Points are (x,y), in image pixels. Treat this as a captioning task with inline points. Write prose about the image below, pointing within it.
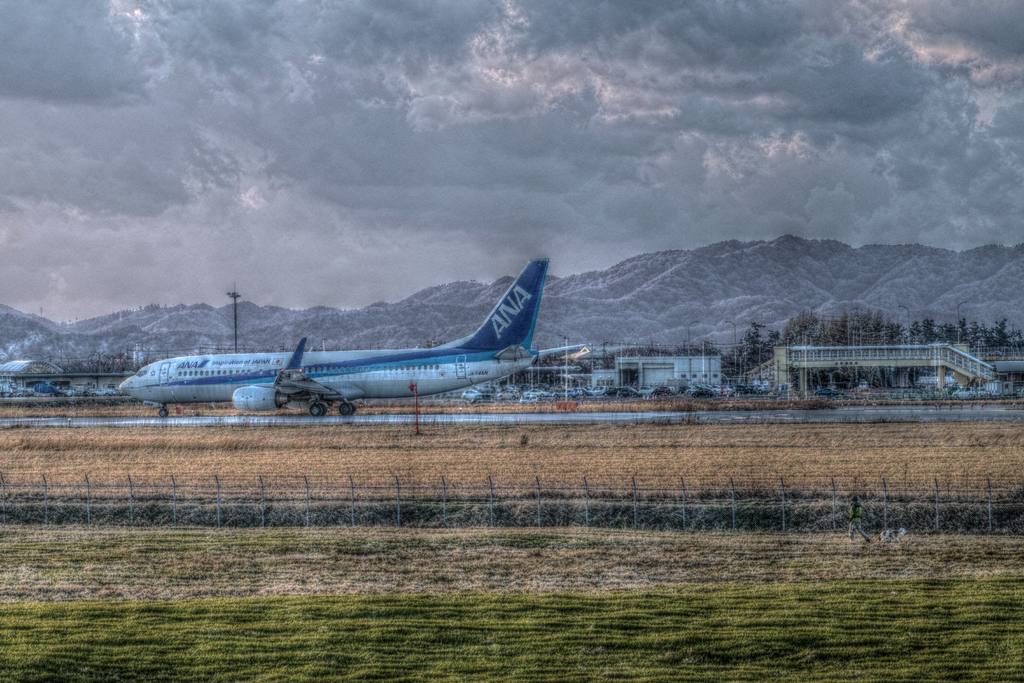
In this image we can see an airplane (257,390) on the runway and there is a fence (7,503) and grass (693,424) on the ground (335,470) and there is a person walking on the right side of the image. We can see some vehicles (648,390) and buildings (667,377) and there are some trees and in the background (95,323), we can see the mountains (112,328) and at the top (186,130) we can see the sky (230,60) with clouds (605,107).
